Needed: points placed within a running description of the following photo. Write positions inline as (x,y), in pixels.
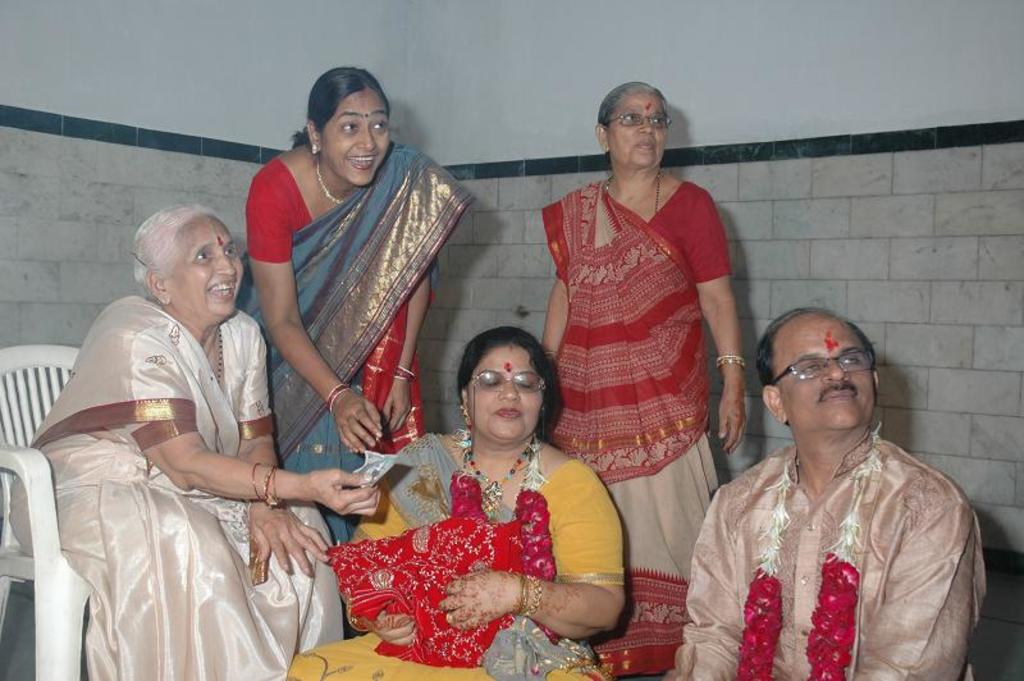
These three people (530,364) sitting and these two women (556,281) standing and this woman (486,354) holding cloth (466,568). Background (728,13) we can see wall (583,48).
